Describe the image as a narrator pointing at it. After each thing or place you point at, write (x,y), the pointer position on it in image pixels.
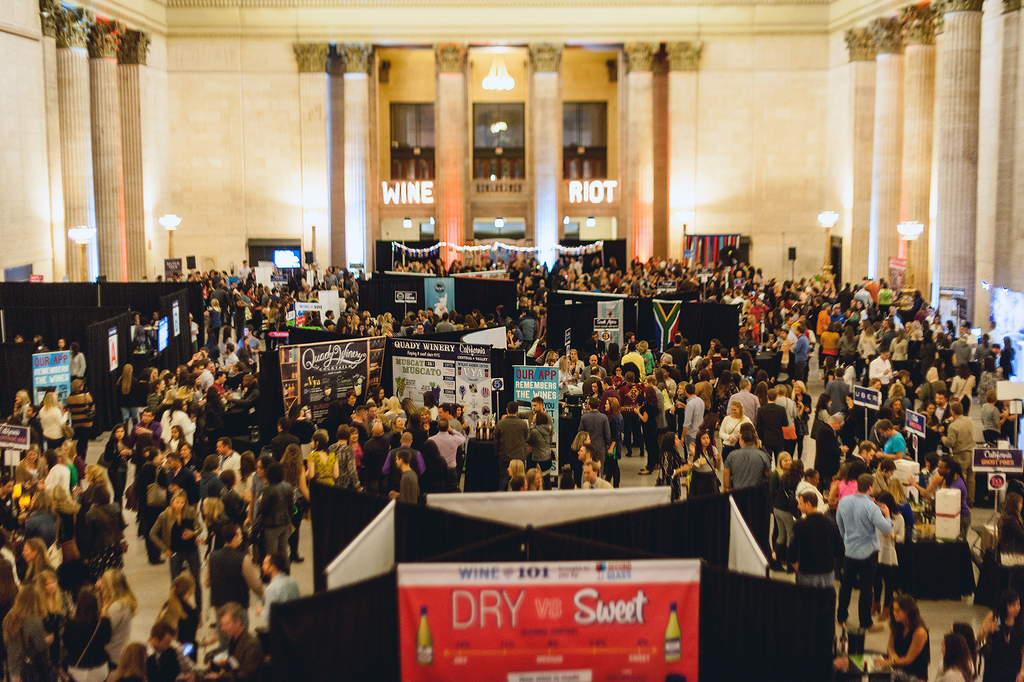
In this image we can see many people (692,383). Also there are boards (401,347) with text (471,612). And there are lights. Also there are pillars (645,157). In the back (527,128) we can see glass walls (420,125) and text (579,193) on the wall (271,196).
